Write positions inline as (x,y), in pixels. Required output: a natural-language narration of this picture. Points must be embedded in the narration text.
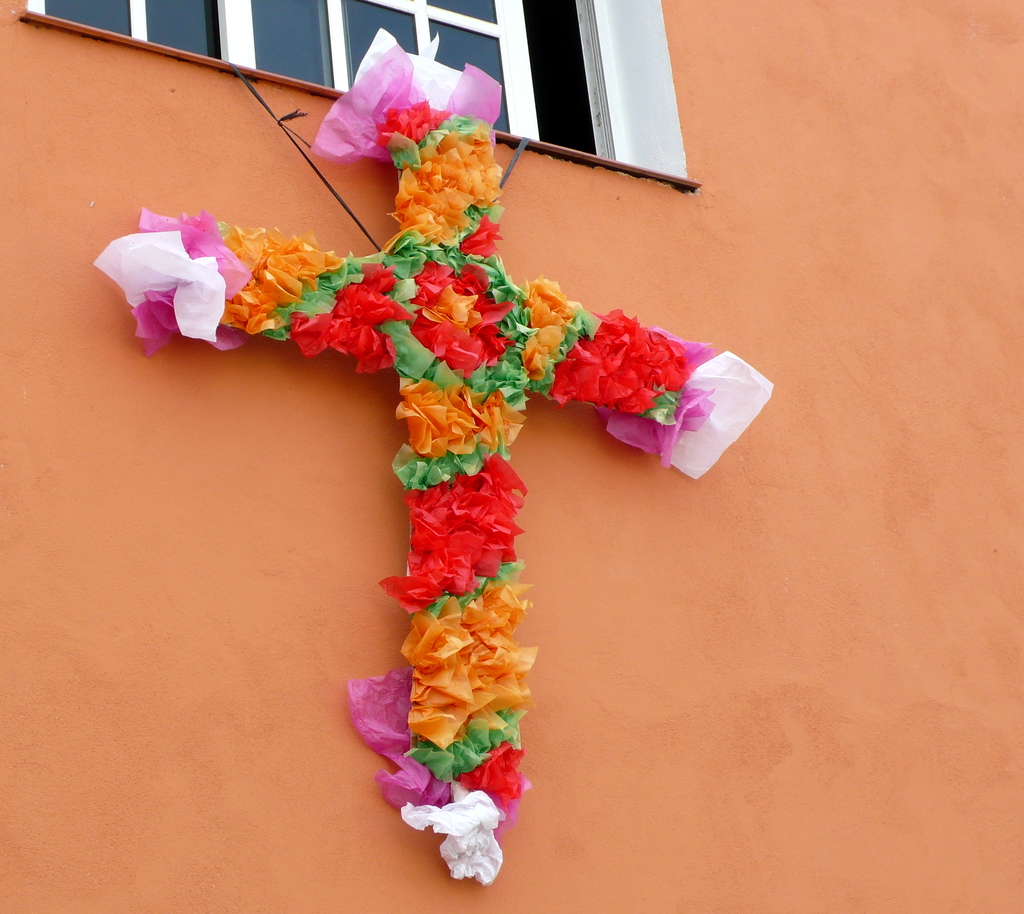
In this image we can able to see a handicraft (458,332) of cross symbol (467,336) on the wall (815,440), and there is a window (483,43).
